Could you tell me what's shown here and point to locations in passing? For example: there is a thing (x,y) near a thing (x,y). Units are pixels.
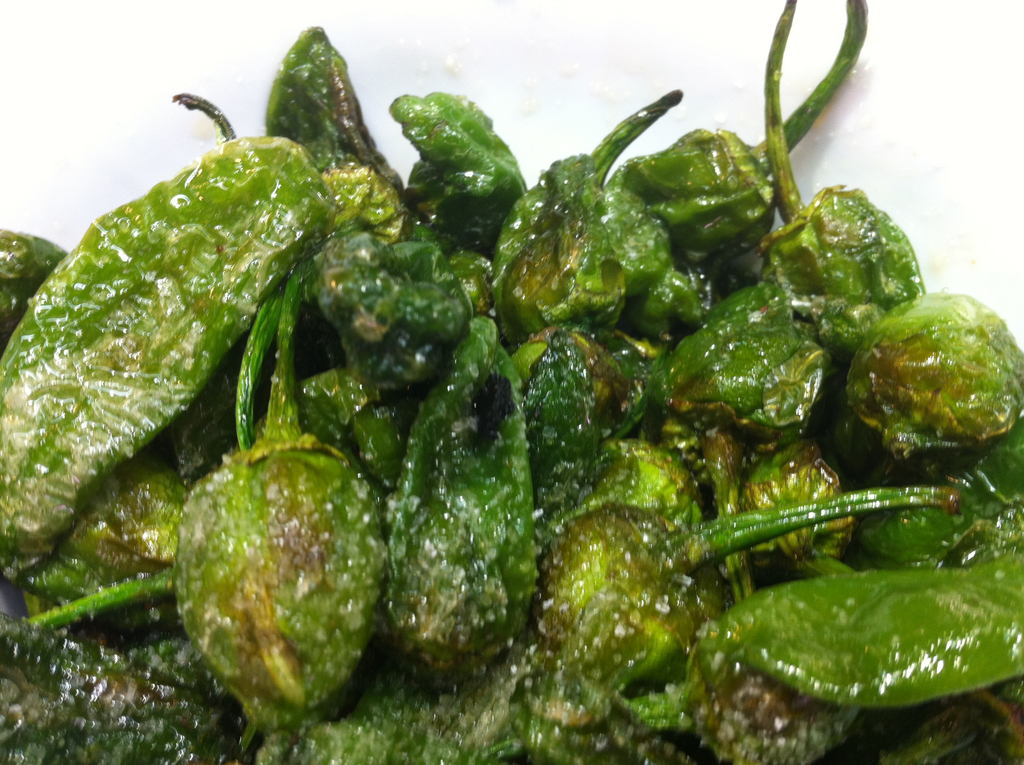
In this image we can see green chilies (413,441). In the back (942,136) it is white background (328,17).
